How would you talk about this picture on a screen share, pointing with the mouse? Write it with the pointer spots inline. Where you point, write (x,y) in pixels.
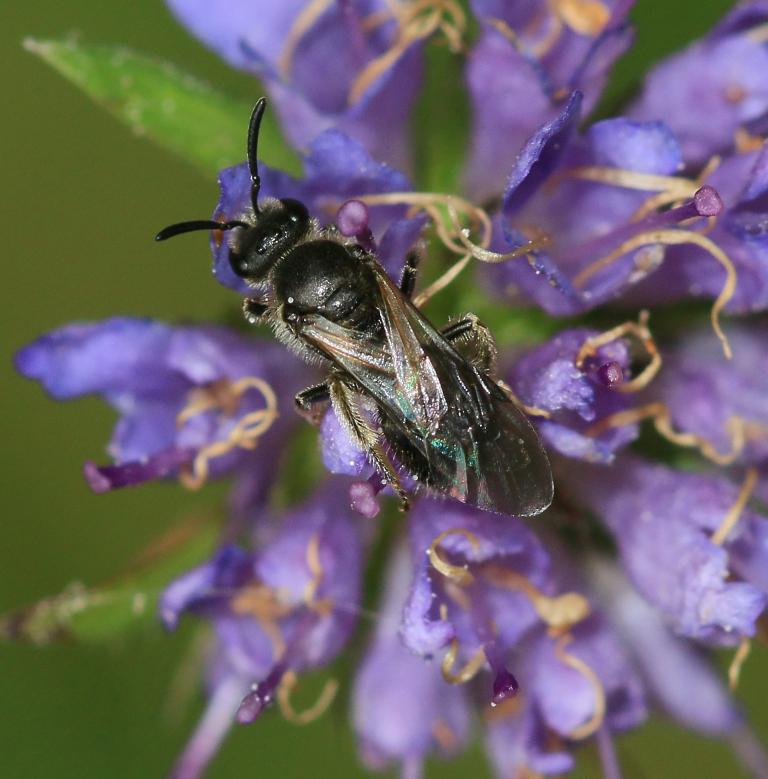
There is a violet color flower (483,519). On that there is an insect (324,272). In the background (135,260) it is green and blurred.
